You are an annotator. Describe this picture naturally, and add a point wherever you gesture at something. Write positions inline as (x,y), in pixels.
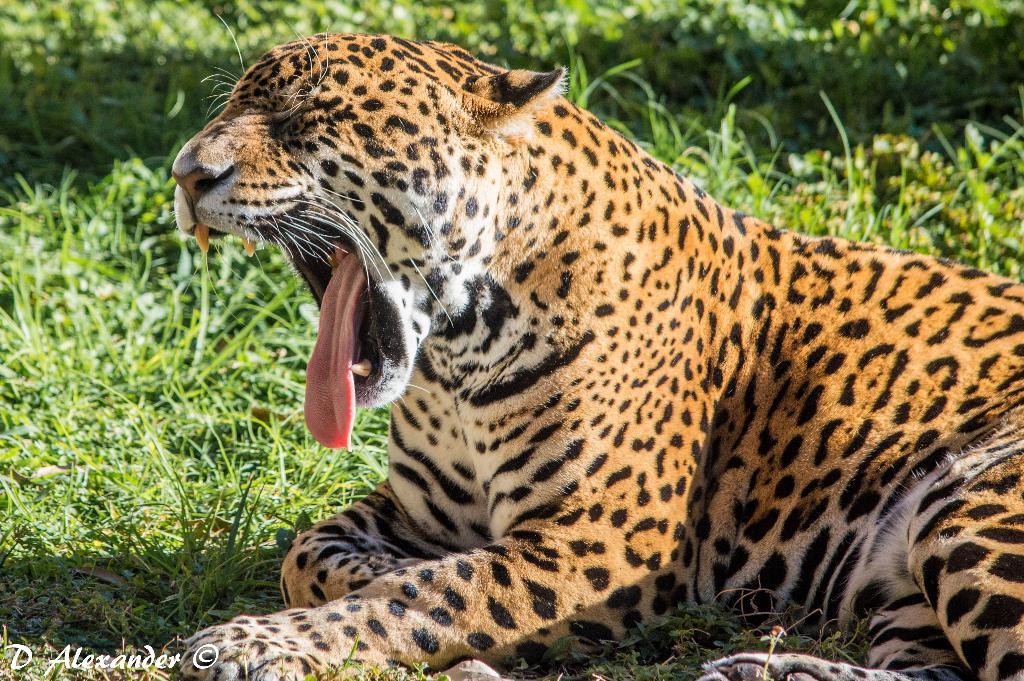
In the image there is a jaguar (665,400) yawning sitting on grass field (209,348).
